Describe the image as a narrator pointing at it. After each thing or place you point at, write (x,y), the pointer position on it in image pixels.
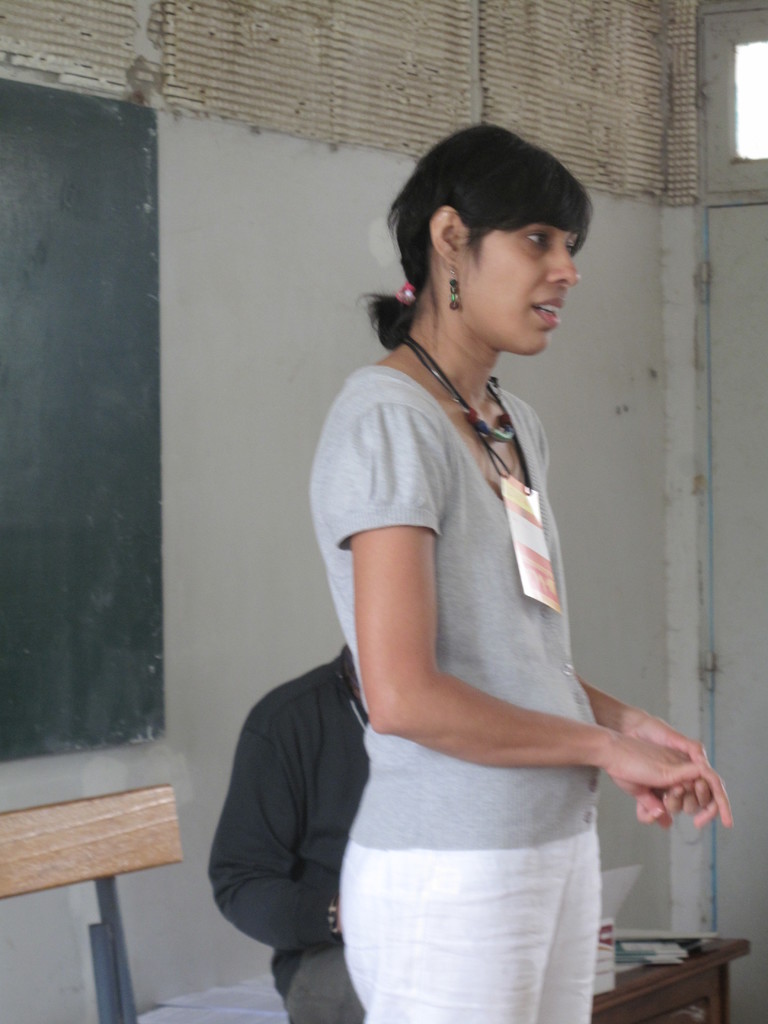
a person (533,784) is standing talking. behind her there is a wall (267,344).
